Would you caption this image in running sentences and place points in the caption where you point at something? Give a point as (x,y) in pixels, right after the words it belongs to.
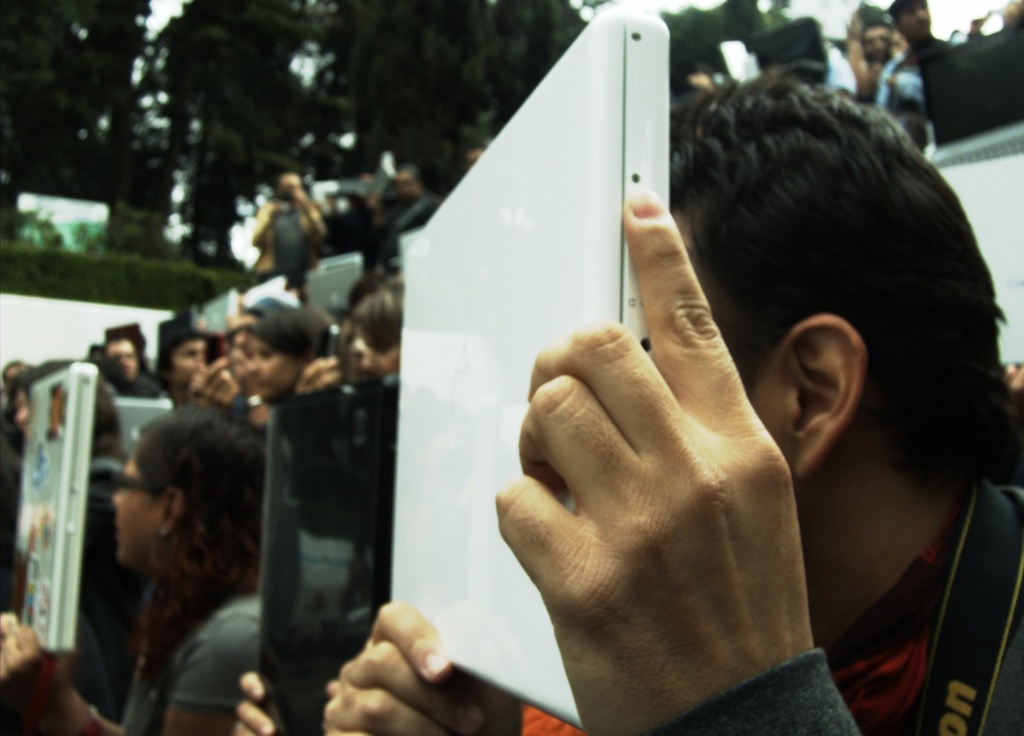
There are people (674,275) holding objects (444,461) in their hands (637,431) in the foreground area of the image (478,309), there are trees (418,85) and the sky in the background (396,26).
